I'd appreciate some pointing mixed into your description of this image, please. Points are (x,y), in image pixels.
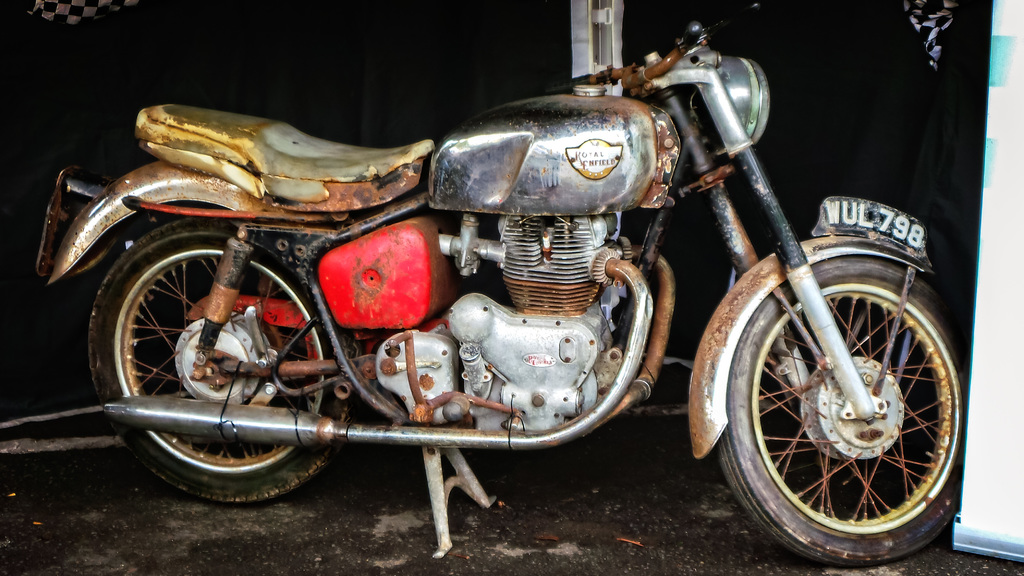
In this image in the center (455,381) there is a bike (521,168) and on the right side of the image (983,362) there is a white color object (1001,101), and in the background (427,104) it looks like a curtain (198,42) and some clothes (937,30) and there is a pole (593,54) in the center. At the bottom (122,440) there is a walkway (202,502).
